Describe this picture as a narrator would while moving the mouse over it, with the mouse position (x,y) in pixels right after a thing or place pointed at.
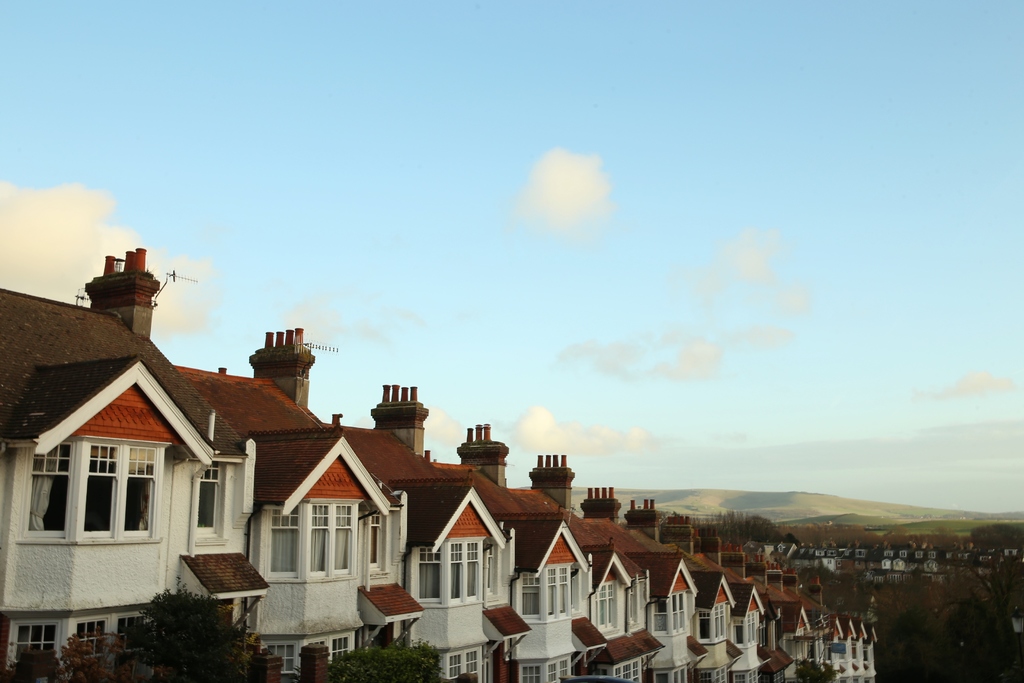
In this image we can see there are buildings (682,580), trees (849,540), mountains (864,503) and the sky (633,220).
